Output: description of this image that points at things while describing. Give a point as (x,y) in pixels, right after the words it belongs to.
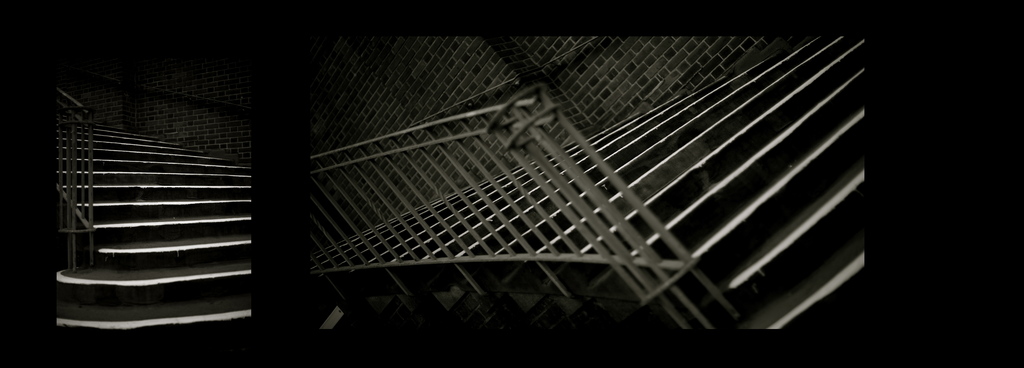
This is a collage image. Here I can see two images. In the images there are stairs (181,208), handrails (463,197) and walls (349,101). The background (949,318) is in black color.
